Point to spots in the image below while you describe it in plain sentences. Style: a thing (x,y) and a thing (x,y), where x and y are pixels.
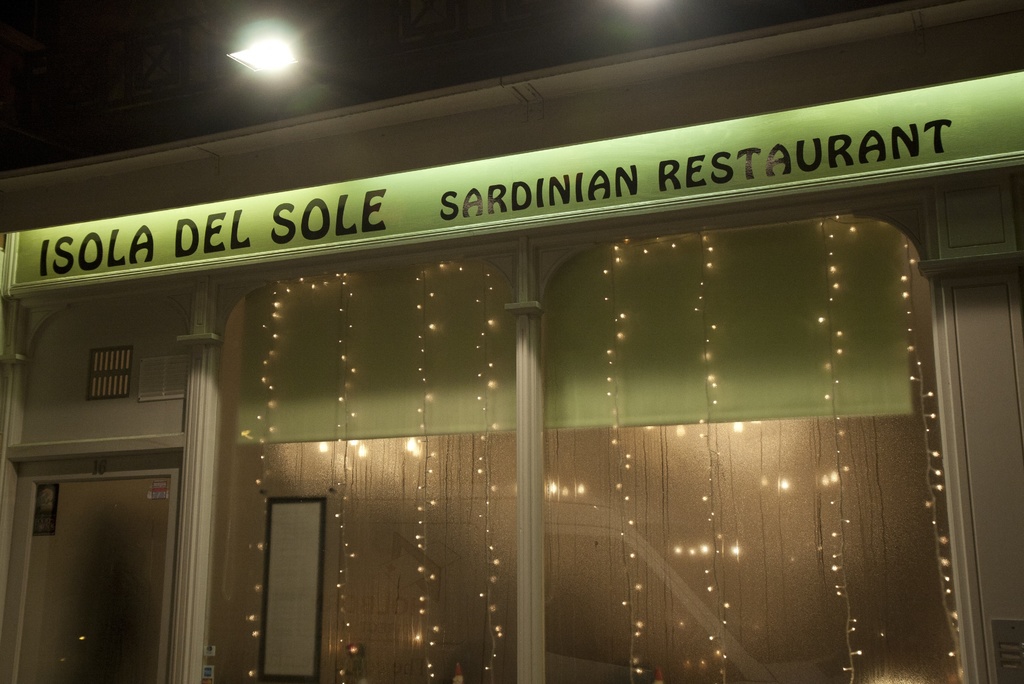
This picture seems to be clicked outside. In the center (621,339) we can see the decoration lights (905,295) and the doors (93,490) of a building (590,226) and there is a text (70,267) on the building (252,289) and we can see the light (252,62) at the top (270,55).
